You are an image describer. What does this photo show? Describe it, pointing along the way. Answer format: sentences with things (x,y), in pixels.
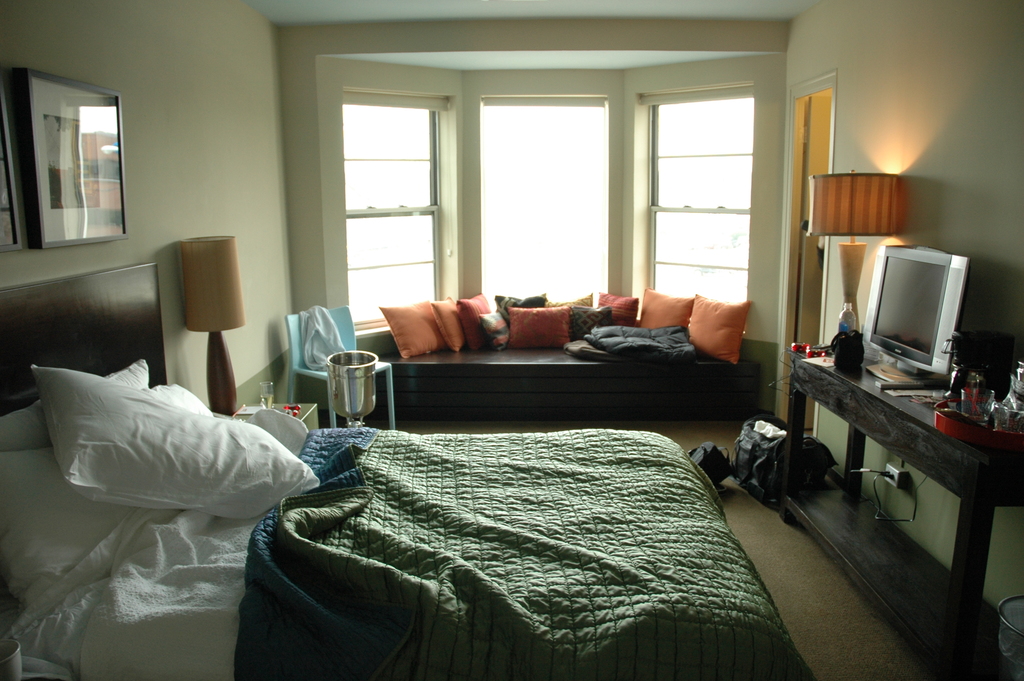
On the bed (313,544) we have pillows (177,474) and a cloth (378,500), beside there is lamp (216,305), chair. here on the desk (889,403) we have television (922,337), lamp (852,240). on the side we have sofa (548,364) with cushion (710,324) and in the back (576,197) we have window (549,202) and here there is wall (232,111).
